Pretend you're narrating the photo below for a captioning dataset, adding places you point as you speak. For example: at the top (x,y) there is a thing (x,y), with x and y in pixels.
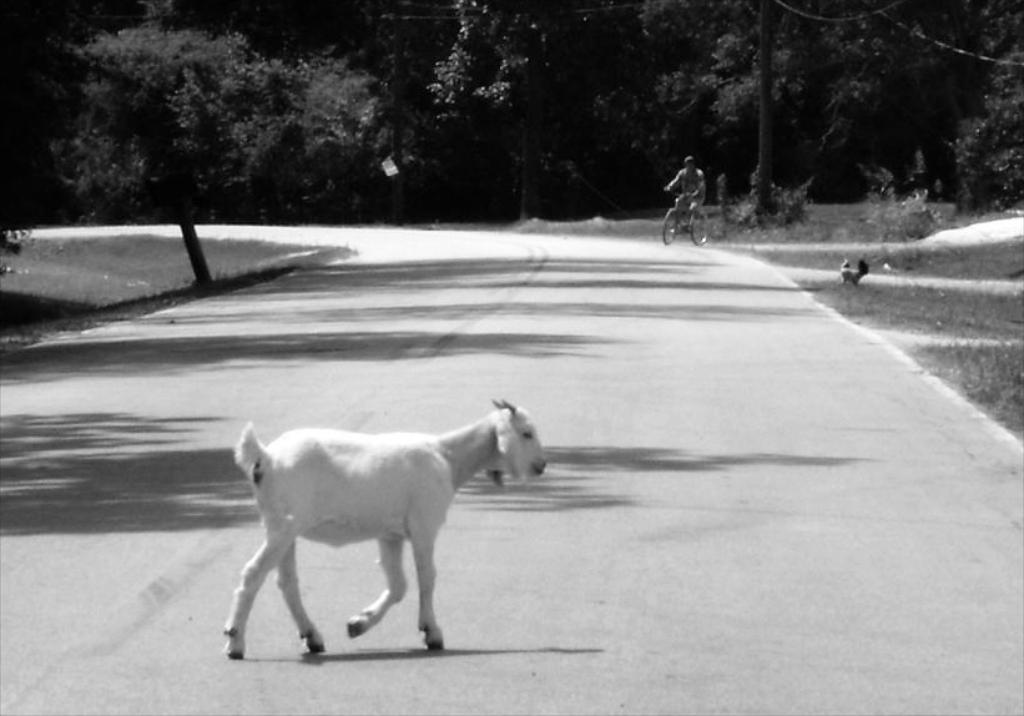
This is a black and white image. Here I can see a goat (351,489) is walking on the road (412,692) towards the right side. In the background (694,193) there is a man (694,195) riding the bicycle (686,234). On both sides of the road (396,306) I can see the grass (899,285). On the right side (853,278) there is a hen (851,272). In the background (582,107) there are many trees (224,122).
